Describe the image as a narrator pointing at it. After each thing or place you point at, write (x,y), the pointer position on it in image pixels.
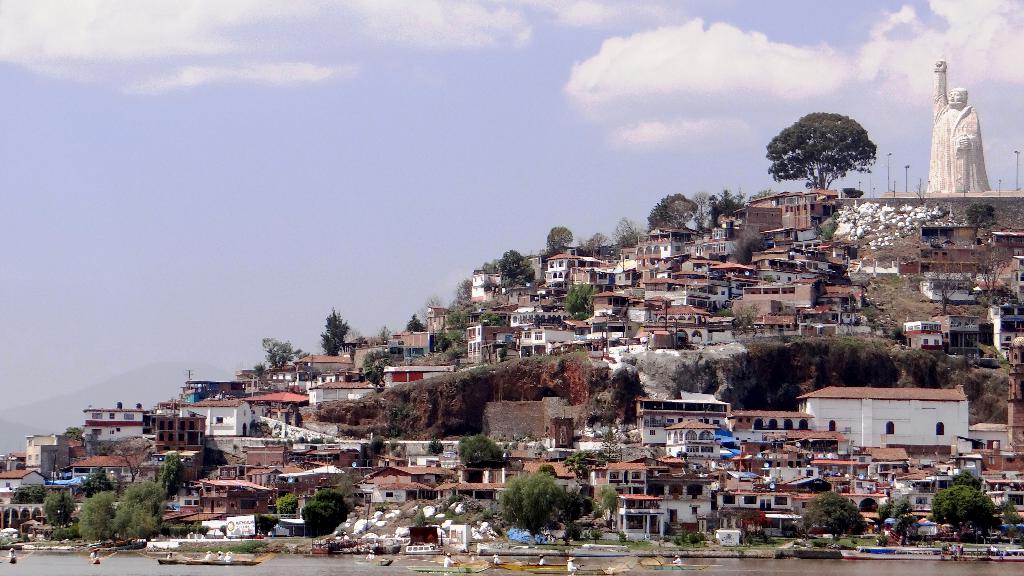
In this image there are buildings (507,336), trees (486,450), poles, rocks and in front of the buildings (23,505) there are a few people (221,558) are sitting in a boat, which is on the water (127,564) and few people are standing in it. In the background (280,147) there is the sky (233,169) and on the right side of the image (961,100) there is a statue (968,105), around the statue (943,187) there are few poles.
